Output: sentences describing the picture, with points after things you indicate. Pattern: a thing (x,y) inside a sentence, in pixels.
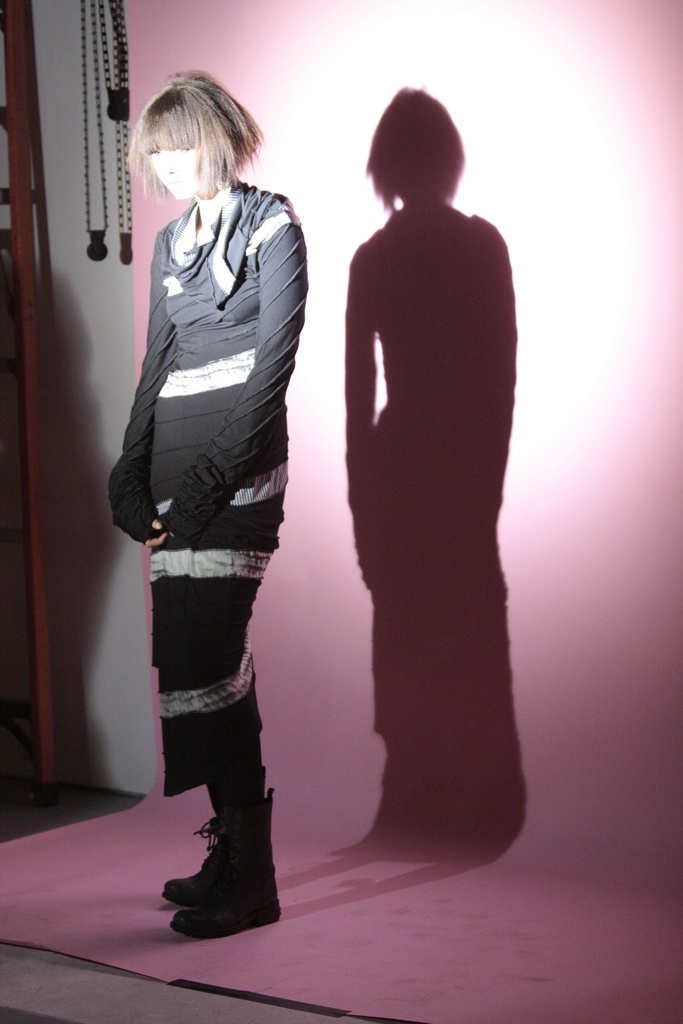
In this image, there is a person (253,398) wearing clothes (233,428) and standing in front of the wall (369,513).
